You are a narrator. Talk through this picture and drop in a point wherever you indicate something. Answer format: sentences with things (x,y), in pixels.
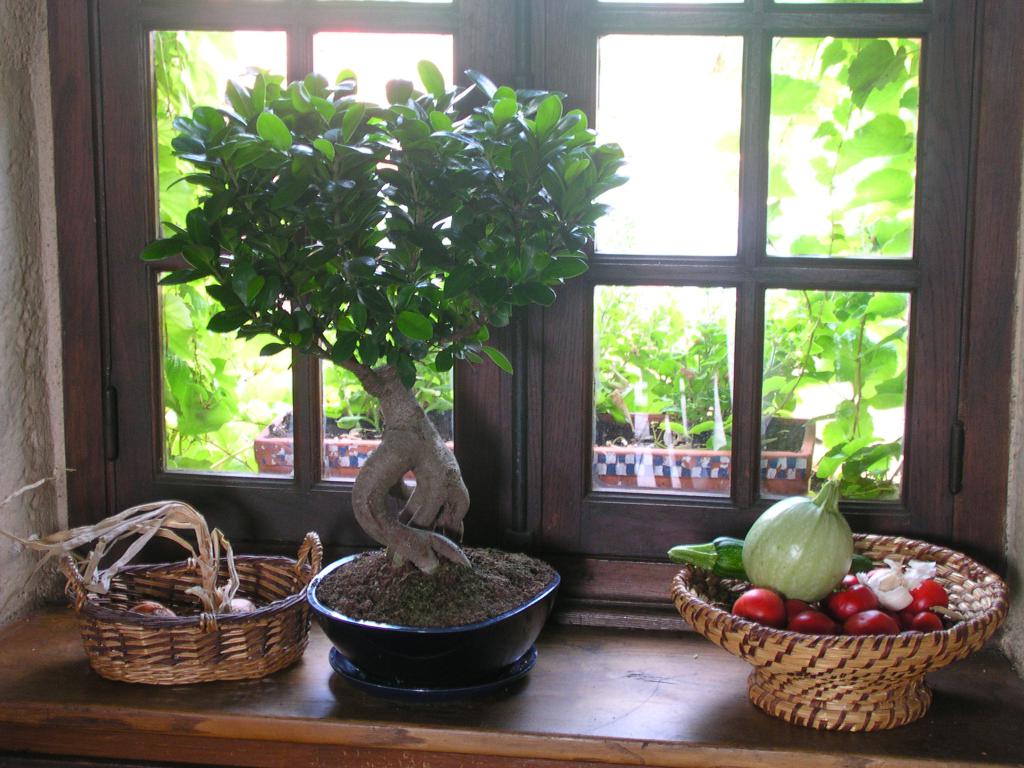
In this image we can see the plants (388,498) in the pots (458,556), few vegetables (888,594), wooden wicker basket (862,659), wooden desk (653,695), we can see the window (684,10).
